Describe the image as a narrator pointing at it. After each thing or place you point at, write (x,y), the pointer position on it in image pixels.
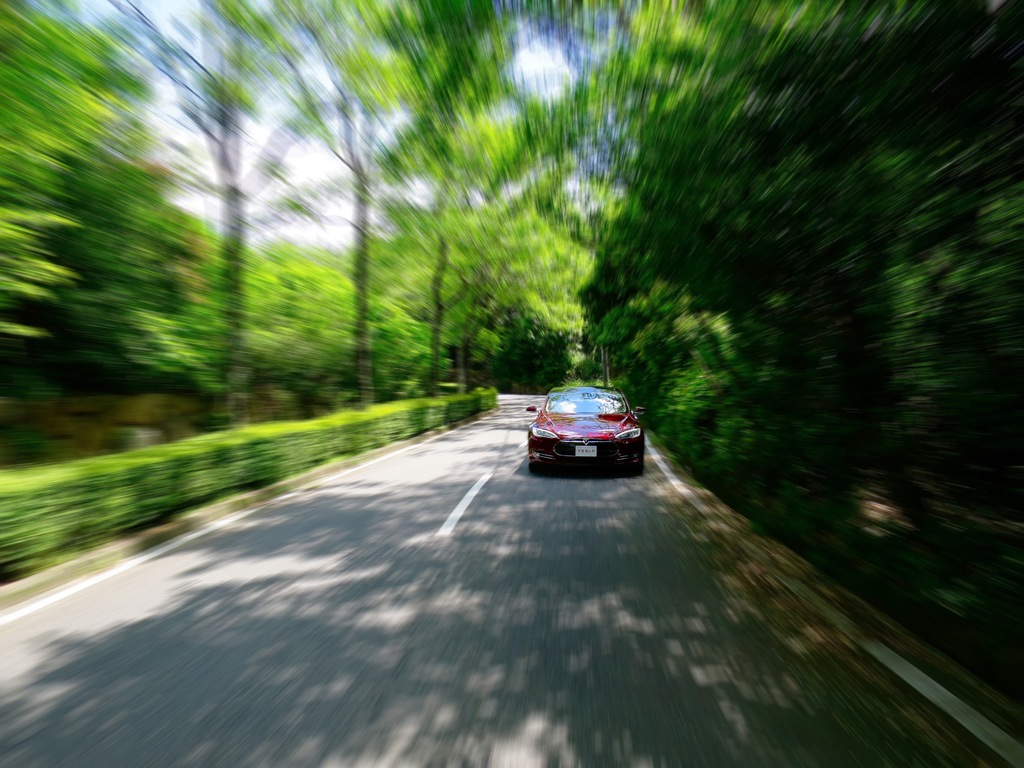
In this image I can see a car (542,444) is moving on the road (524,416). The background (533,272) is blurred. I can see the trees (502,264) and sky (205,199) at the top of the image (553,108).
